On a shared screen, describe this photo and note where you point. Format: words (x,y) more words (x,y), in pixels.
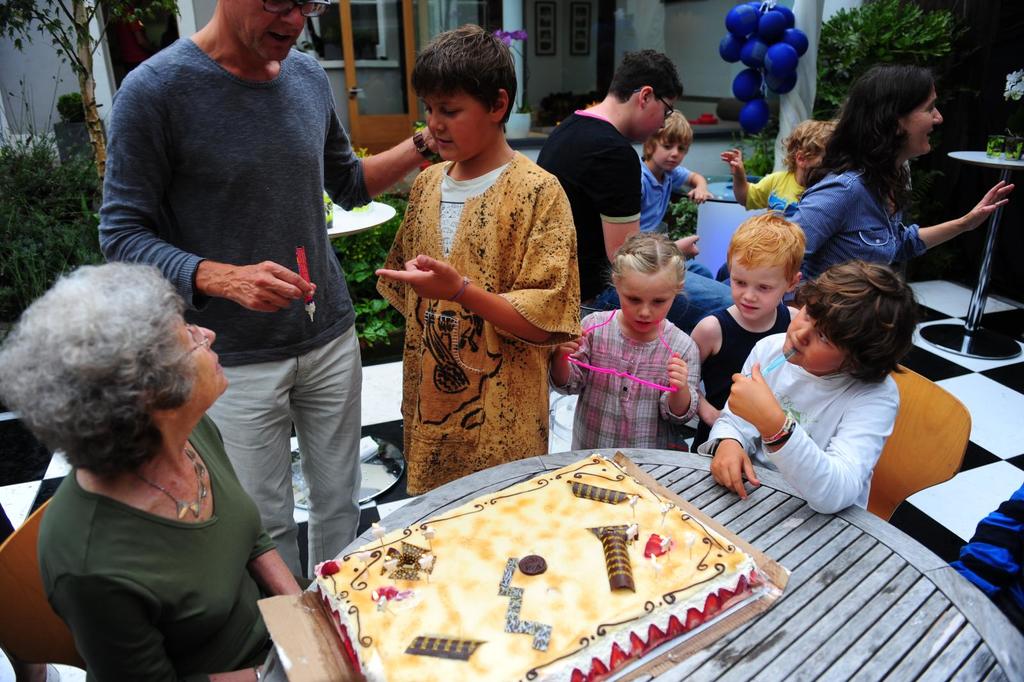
There are many people (429,217) in this picture. There are some children (682,343) too. A old woman (179,403) is sitting in the chair (27,562) in front of a table (824,601) on which a cake (485,576) is placed. In the background (757,124) there are some balloons (759,49), trees (844,42) and a house (505,20) here.
